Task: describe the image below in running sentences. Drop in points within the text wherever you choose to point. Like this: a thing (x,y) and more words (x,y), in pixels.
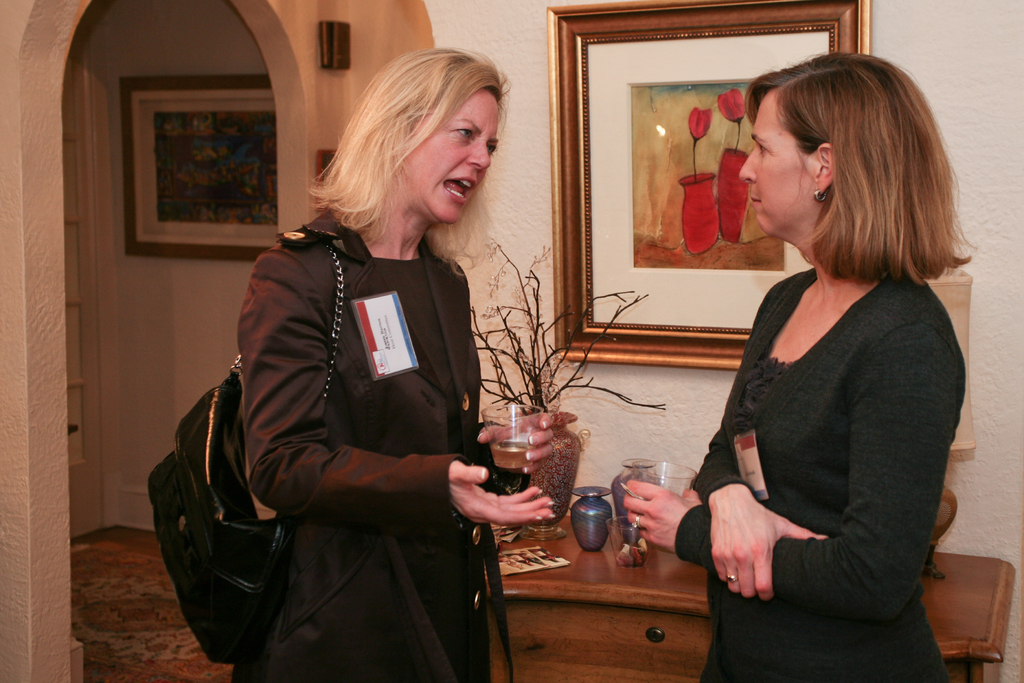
In this image I can see 2 women (728,508) standing in a room (740,474) and talking to each other. There is a table (583,610) at the back (604,650) on which there is a plant pot (549,523) and a lamp (963,441). There is a photo frame (685,227) at the back (667,305). There is an arch (16,530) on the left (6,470). There is a photo frame (133,198) on the wall (2,394).
